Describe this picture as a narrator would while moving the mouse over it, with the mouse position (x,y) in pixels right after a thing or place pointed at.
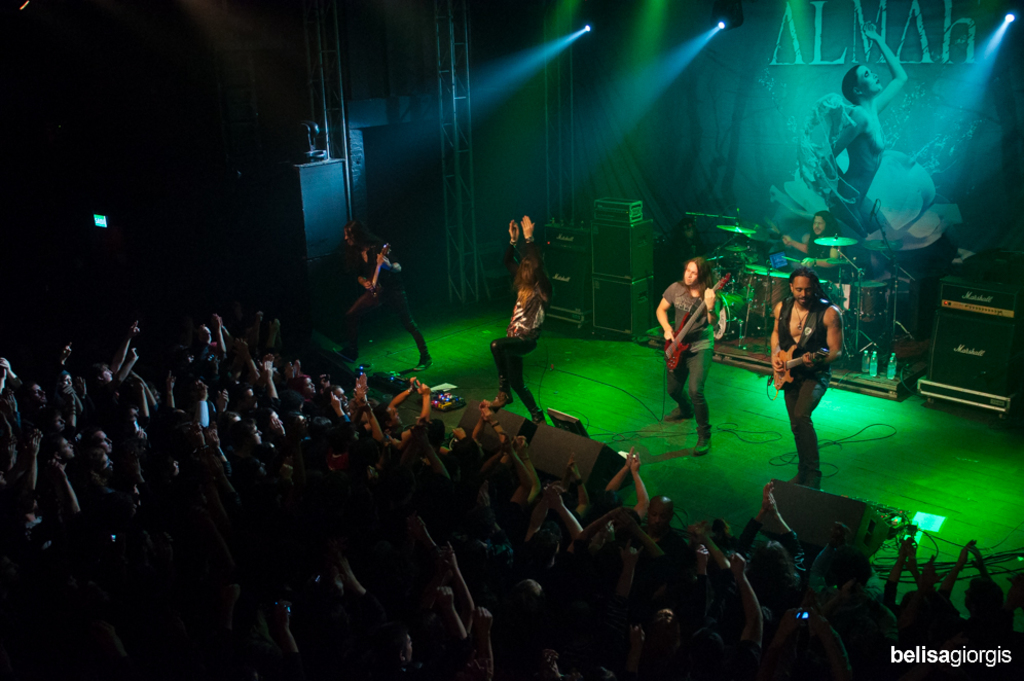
At the bottom of the image (498,524) there are people (223,559). To the right side of the image (694,303) there are people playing musical instruments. There is a poster (770,137). There are lights (986,69). There are speakers (564,469). At the bottom of the image (916,651) there is text (923,649).
